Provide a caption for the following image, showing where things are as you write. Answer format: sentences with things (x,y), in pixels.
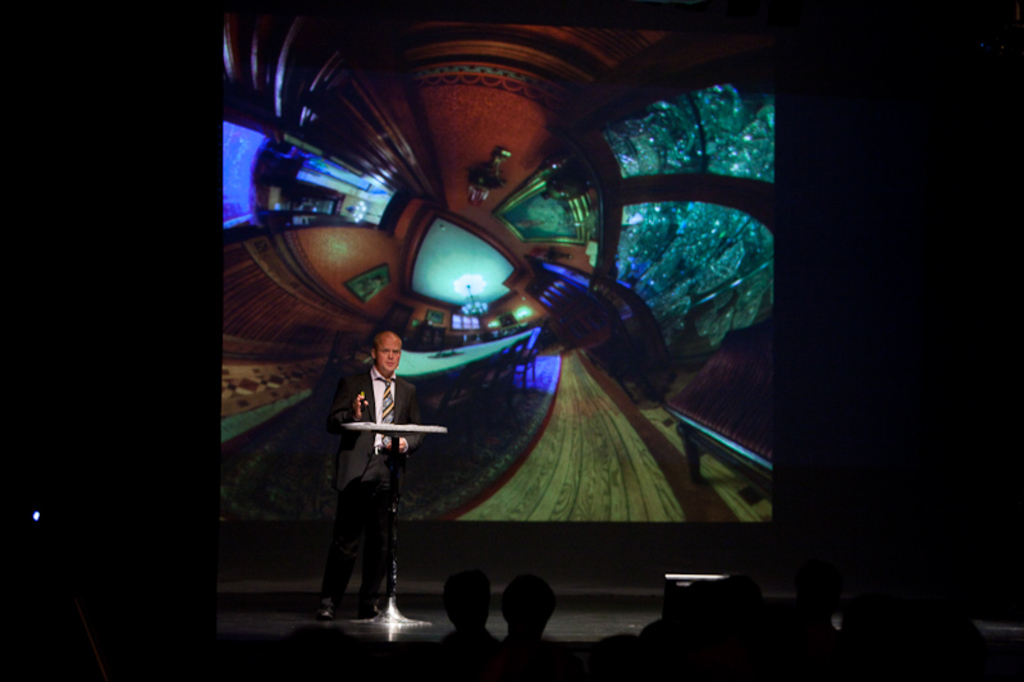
In this picture I can see group of people (724,608), there is a man (347,442) standing near the podium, and in the background (484,276) there is a screen (736,326).
